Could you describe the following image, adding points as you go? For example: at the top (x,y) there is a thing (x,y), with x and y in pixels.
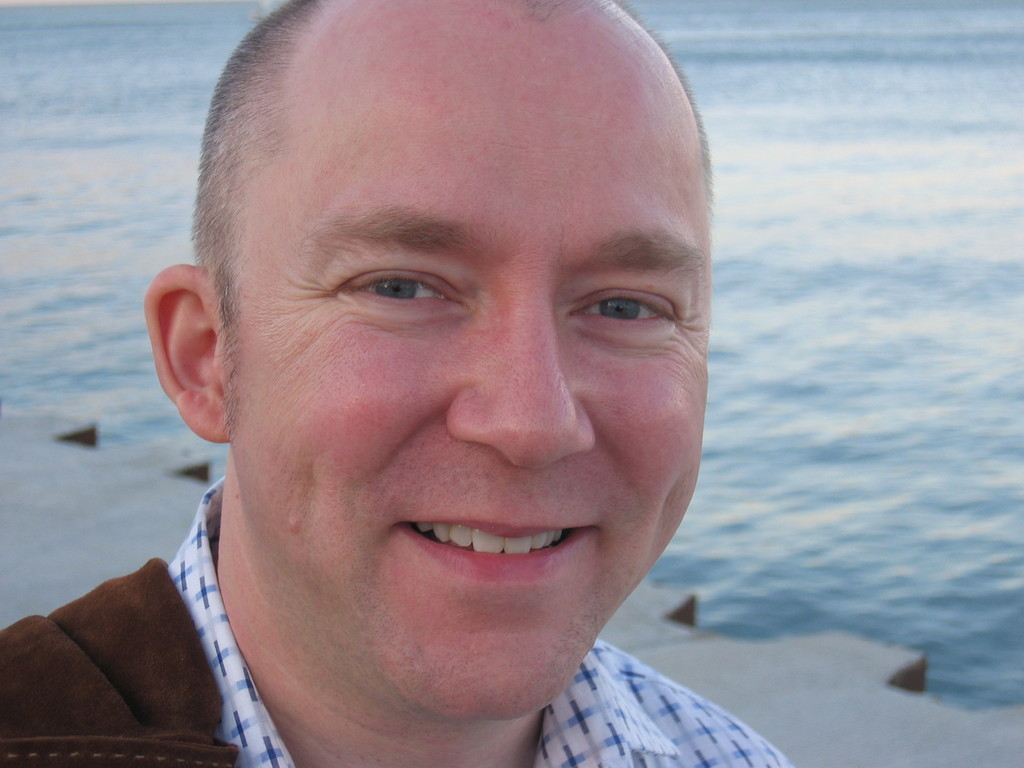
In this image there is a man (522,510) smiling. In the background (793,318) we can see a lake (863,413).
